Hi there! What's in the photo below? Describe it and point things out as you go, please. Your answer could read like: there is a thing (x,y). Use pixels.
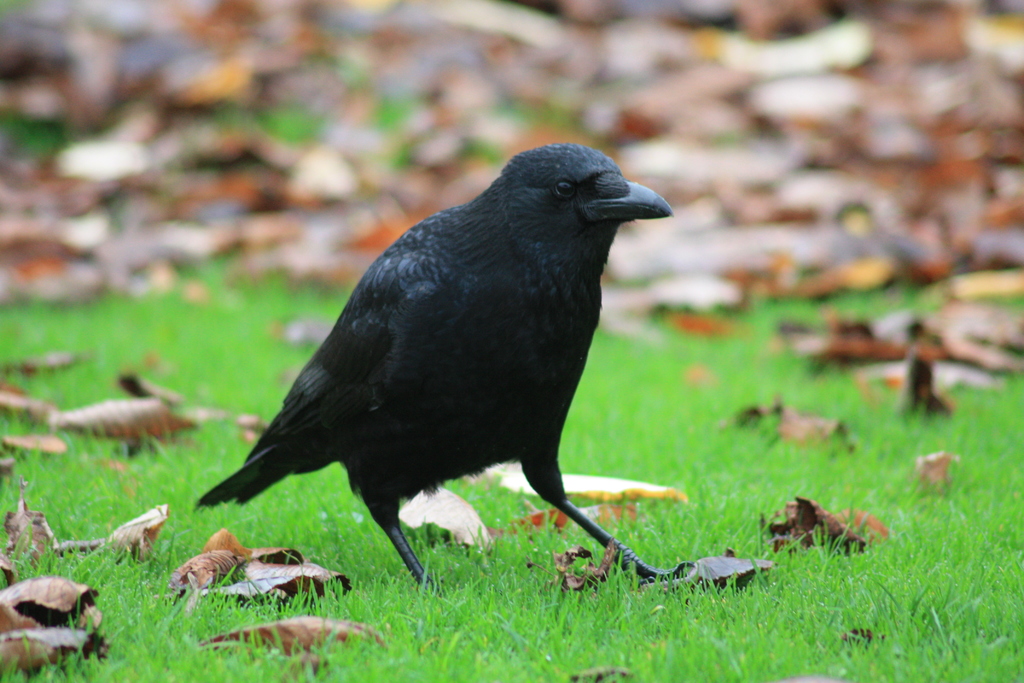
In this image we can see a crow (426,305) standing on the surface of the grass (808,600). The background (849,123) is blurry.
